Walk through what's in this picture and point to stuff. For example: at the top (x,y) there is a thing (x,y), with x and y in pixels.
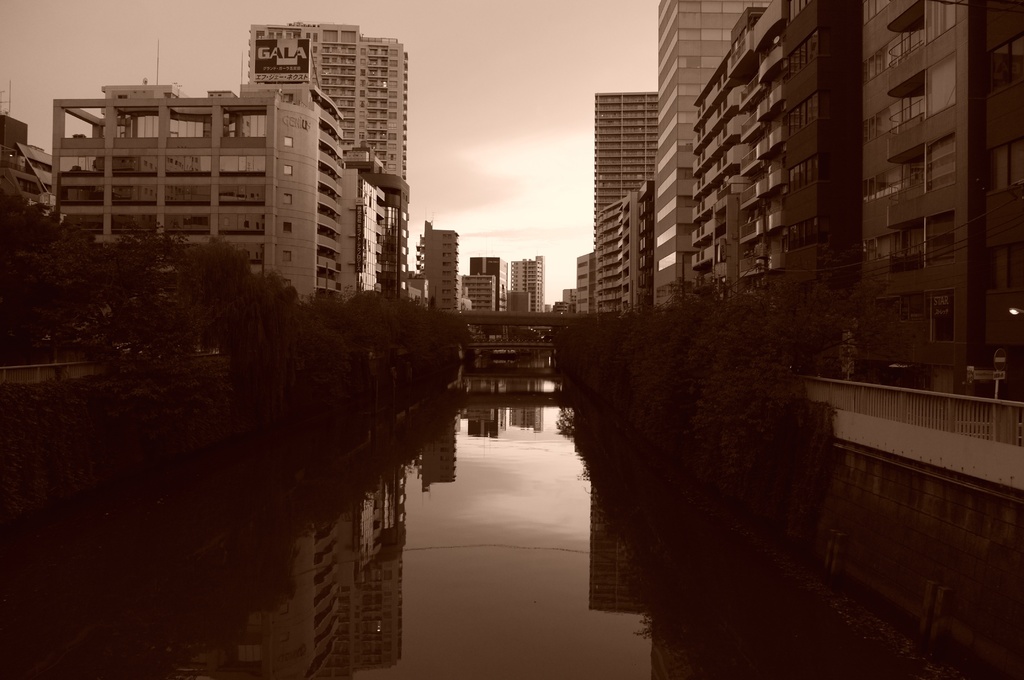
In front of the image there is water (504,431), on the water (506,418), there is a bridge (487,320), besides the water (389,478) there are trees (329,399) and metal rod fence (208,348). On the other side of the fence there are sign boards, lamp posts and buildings (684,157). On top of the building (288,162) there are antennas (157,69) and billboard (285,56). At the top of the image (436,94) there are clouds (586,39) in the sky (493,173).
